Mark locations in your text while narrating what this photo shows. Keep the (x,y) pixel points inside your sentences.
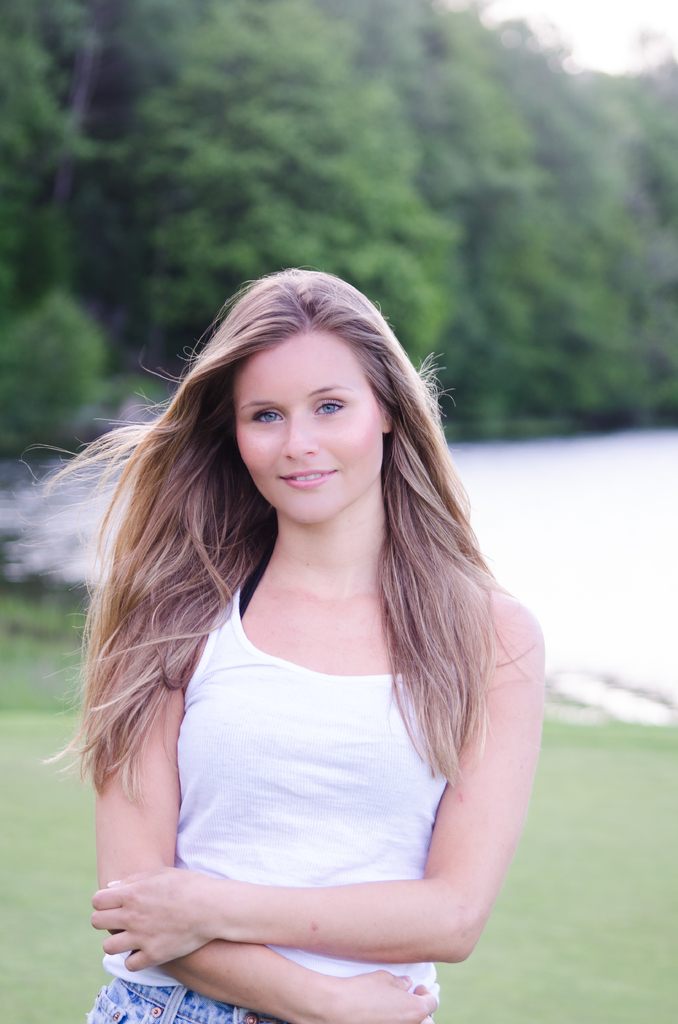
In this image, we can see a woman (317,753) is standing and watching. She is smiling. Background (651,146) we can see the blur view. Here there are few trees (47,424) and grass (590,891).
